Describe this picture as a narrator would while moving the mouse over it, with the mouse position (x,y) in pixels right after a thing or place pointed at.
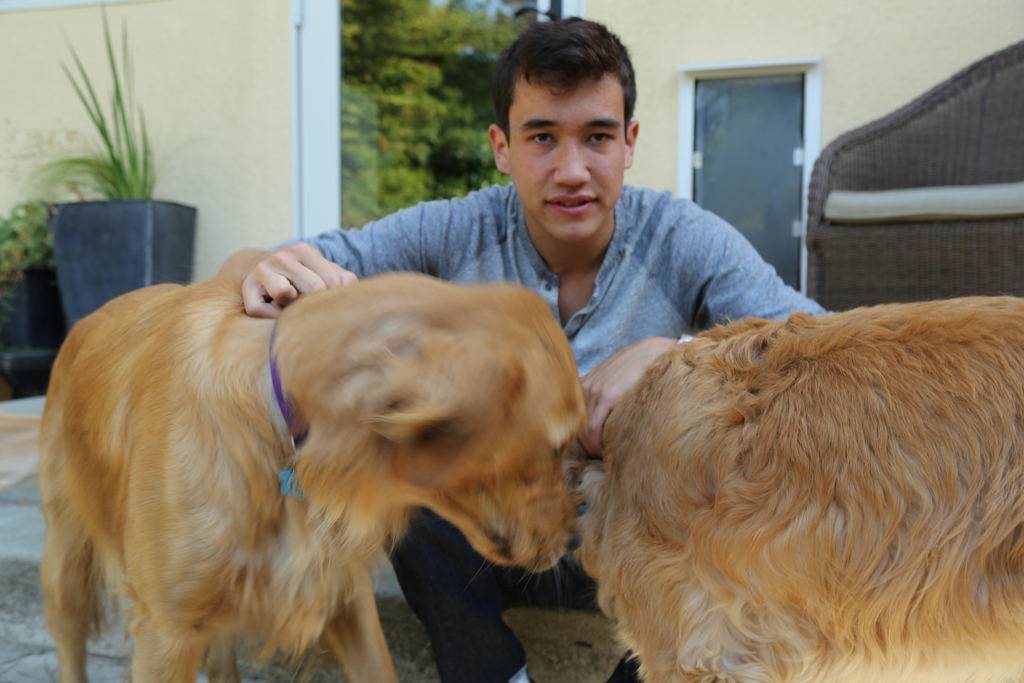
In this image I see a man (340,263) and he kept his both hands (339,276) on the 2 dogs (1014,674), In the background (262,100) I see the wall (1020,9), 2 plants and the trees (353,29).
